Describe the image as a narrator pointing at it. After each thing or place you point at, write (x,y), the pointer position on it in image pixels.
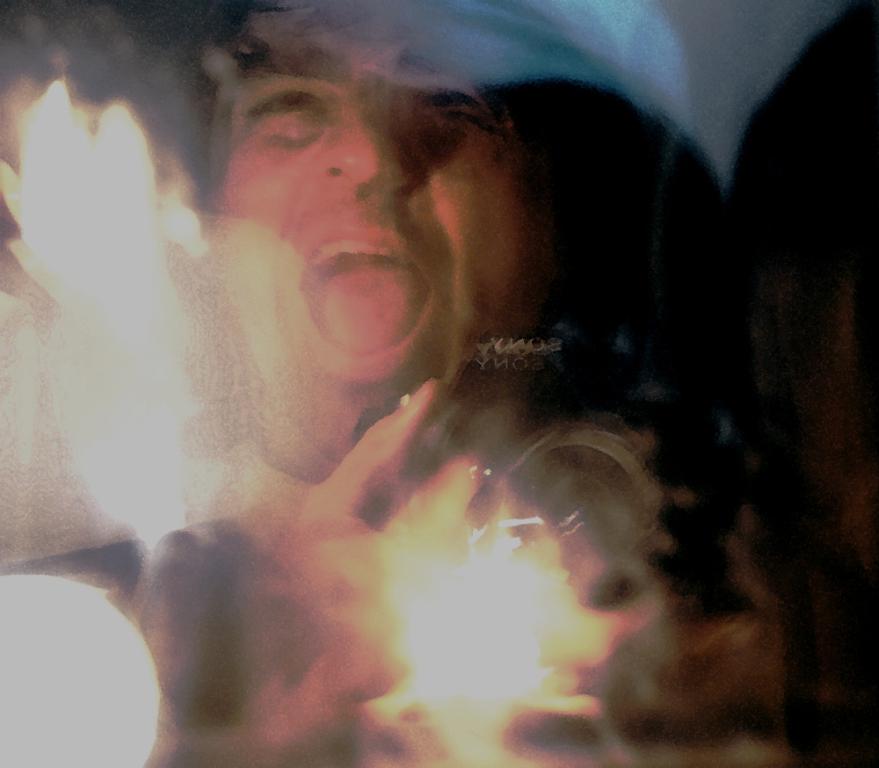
In this picture I can see a human (336,557) and looks like fire (71,202).
